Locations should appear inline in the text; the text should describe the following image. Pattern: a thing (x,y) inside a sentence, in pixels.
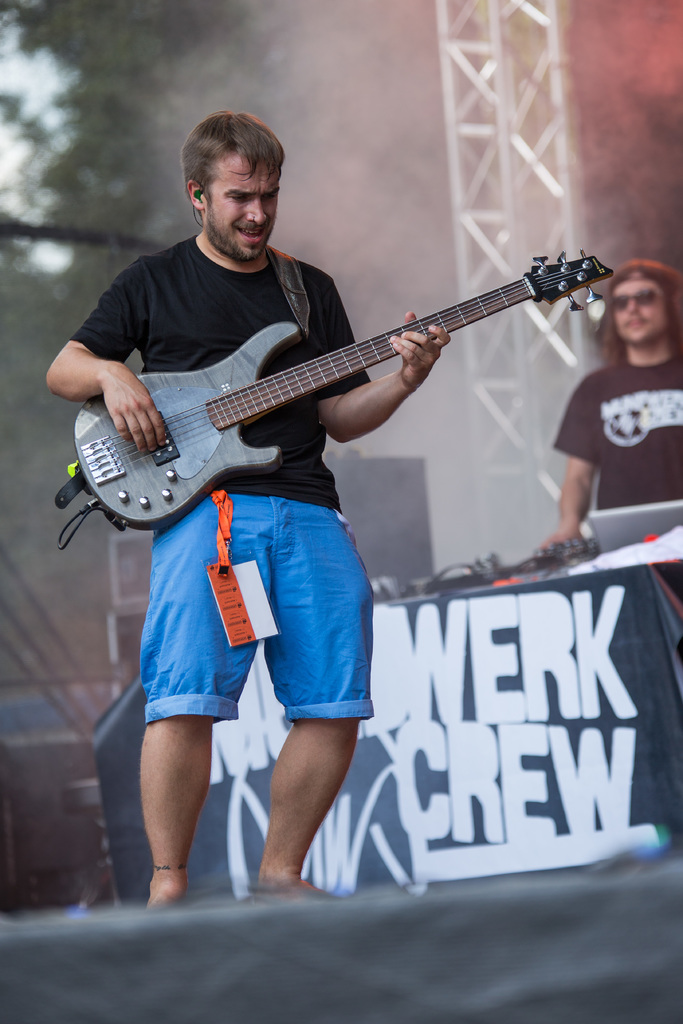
In this picture we can see man (184,560) standing holding guitar (490,291) in his hand (125,417) and playing it and in the background (644,325) we can see a person (625,440) standing wore goggle (628,303) and in front of him there is table (565,558) and on table (585,600) we can see laptop (613,546), wires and in the background (467,1) there is ladder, tree (42,330).
